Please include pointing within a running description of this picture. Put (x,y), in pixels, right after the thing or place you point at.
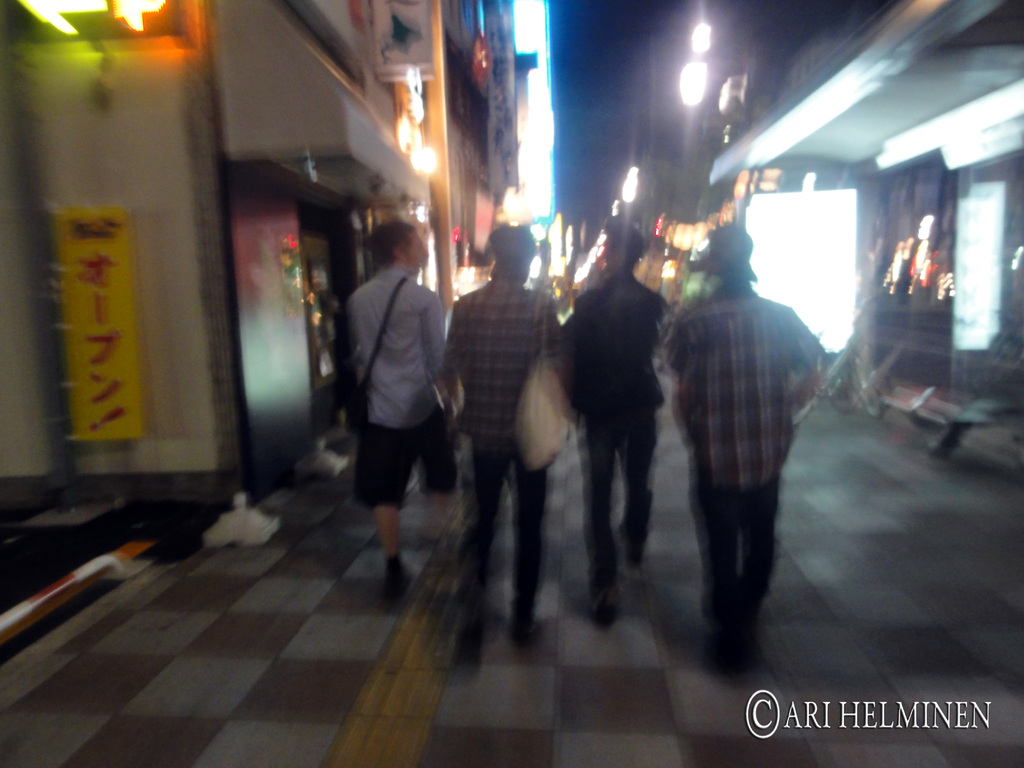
In this image we can see few people (732,416) walking on the floor (834,547), there are few buildings (718,166) with lights (694,77) and there is a board (112,335) with text (100,376) on the wall (241,163) of a building (355,197).
